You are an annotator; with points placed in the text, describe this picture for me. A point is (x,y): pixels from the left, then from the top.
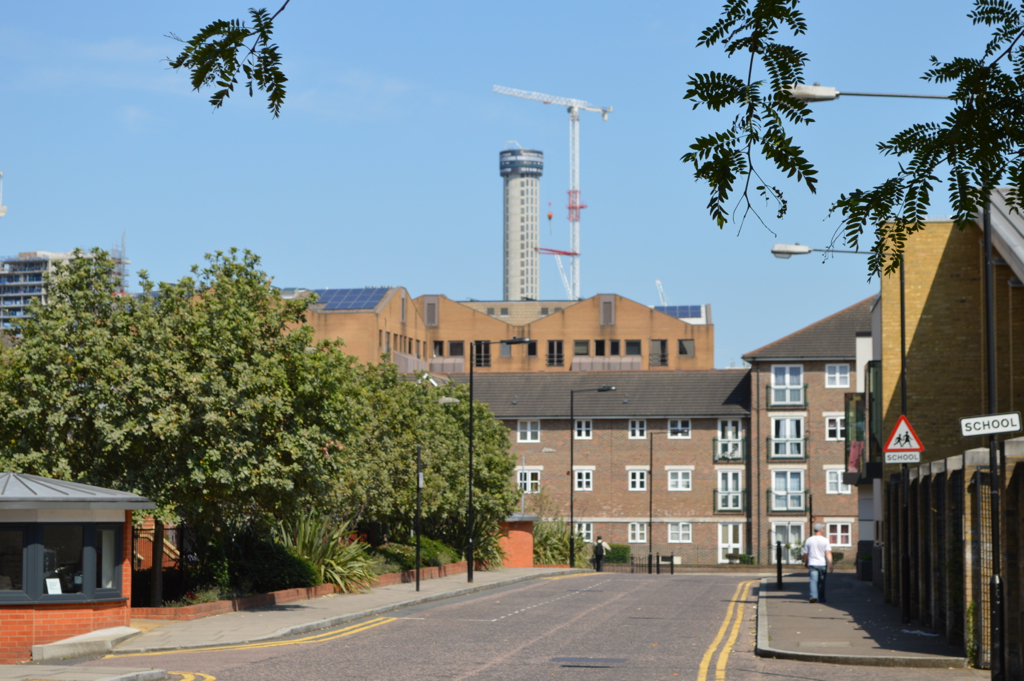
In the center of the image (548,366) we can see the sky (86,85), buildings (956,276), windows (537,424), trees (1023,146), poles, one tower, sign boards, one pole type structure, road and two persons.
